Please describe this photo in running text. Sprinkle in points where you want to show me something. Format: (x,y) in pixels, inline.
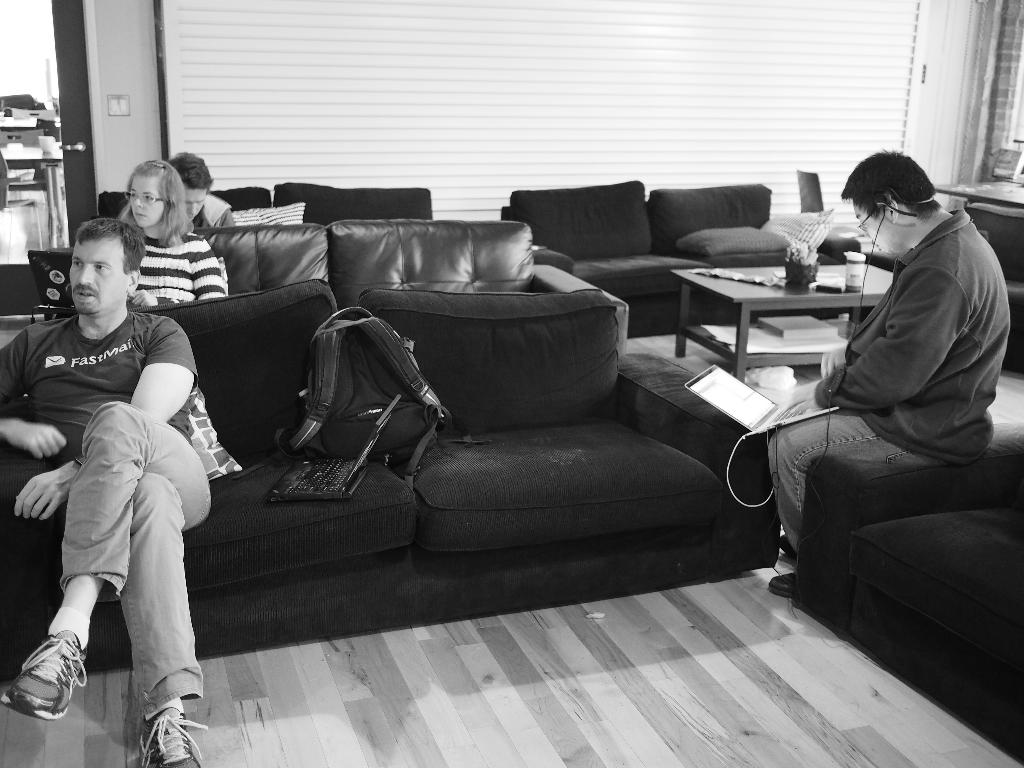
On the right (891,289) there is a man (896,359) he is typing something on the laptop (765,405). On the left (118,372) there are three people (131,298) sitting on the sofas (235,341). In the middle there is a table (752,290) on that there is a bottle (855,270) and flower vase (789,250).
